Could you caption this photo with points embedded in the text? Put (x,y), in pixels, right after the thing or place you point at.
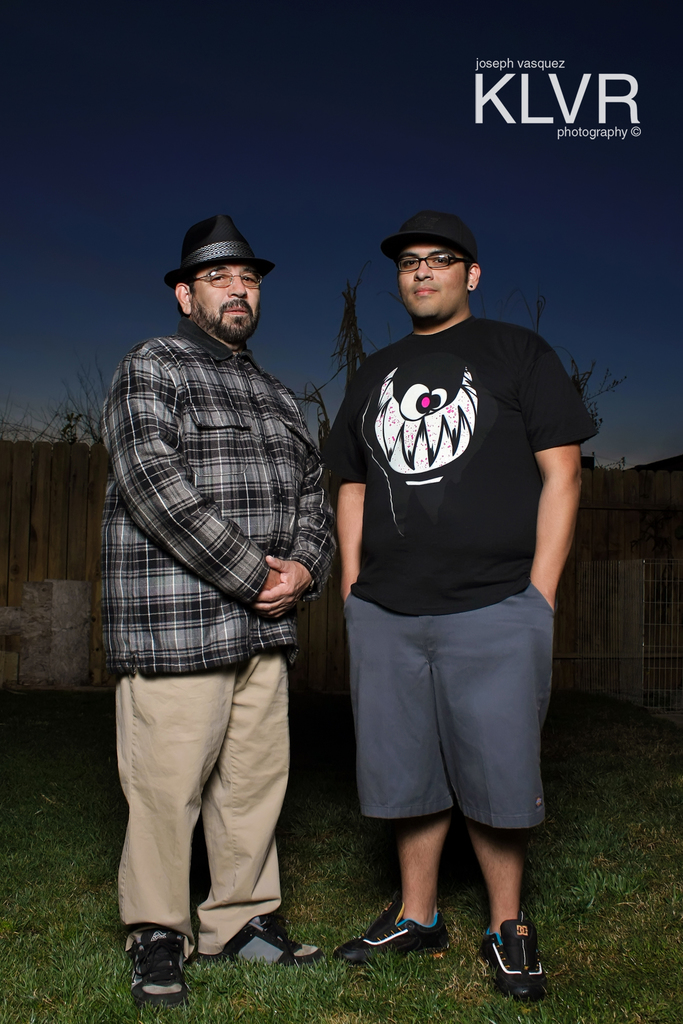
There are two men (234,617) standing in the foreground area of the image (469,955) on the grassland (105,825), there are trees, wooden boundary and the sky (26,397) in the background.
